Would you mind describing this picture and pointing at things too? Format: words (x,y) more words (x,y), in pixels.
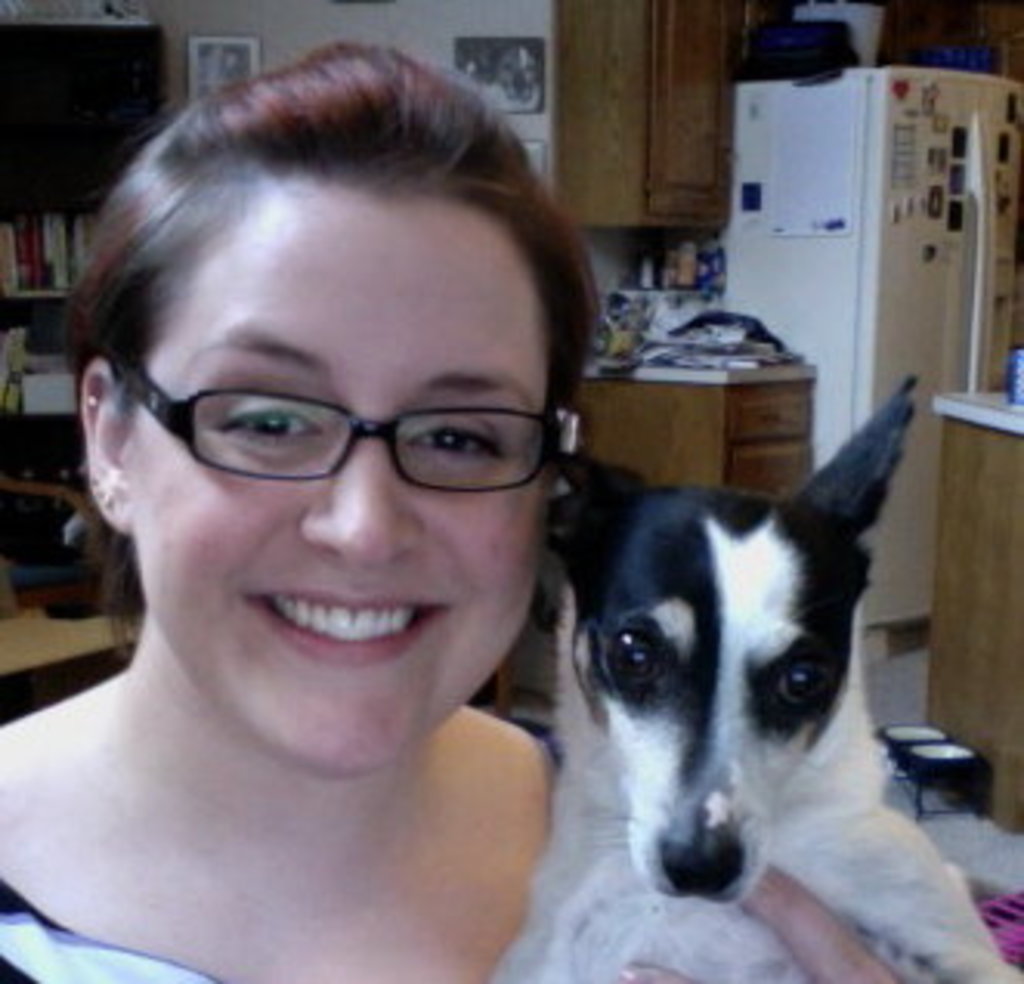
In this image in the front (307,502) there is a woman (311,621) smiling and there is a dog (687,805). In the background (868,243) there is a refrigerator (893,272) which is white in colour and there is a table (698,393), on the table (686,372) there are objects (695,329) which are white and black in colour and there is a wardrobe (610,116) and on the wall (300,44) there are frames (473,44). On the left side (12,307) there is a shelf (44,328) and in the shelf (36,298) there are books (29,248) and on the top of the refrigerator (883,96) there are objects (817,52) which are white and blue in colour. On the right side (972,405) there is a table (988,446) and on the table (989,469) there is an object (1017,383) which is blue in colour. In front of the table (995,737), on the floor (906,714) there is a stand (924,767) which is black and white in colour.
